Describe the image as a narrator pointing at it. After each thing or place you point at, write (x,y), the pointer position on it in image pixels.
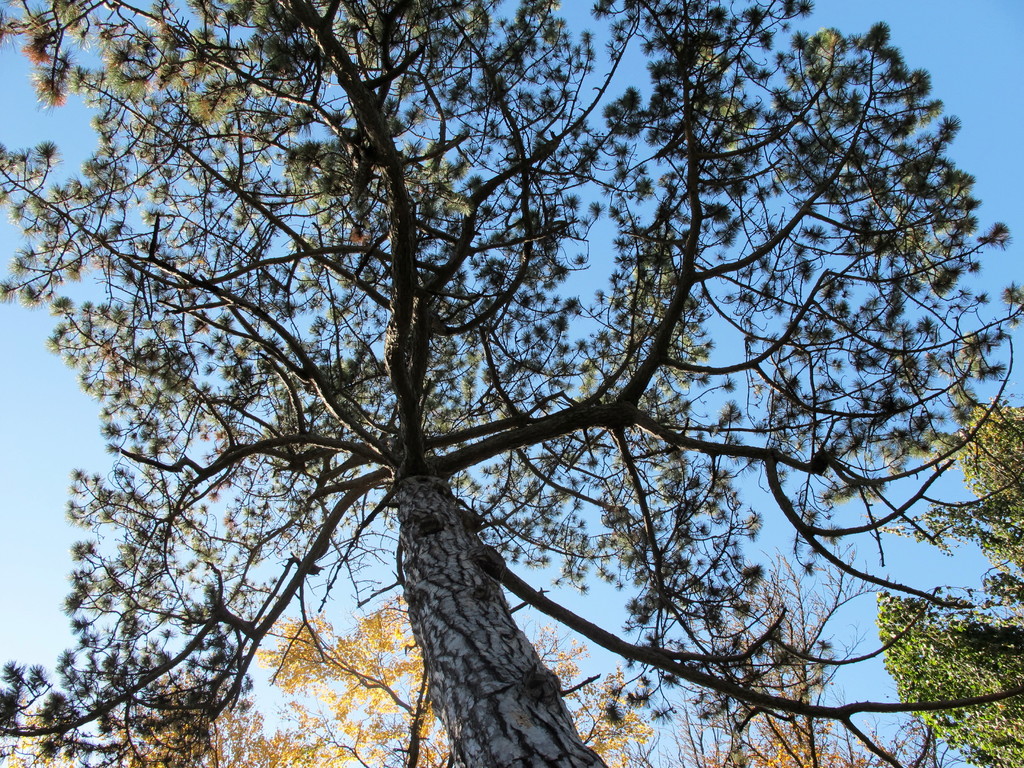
In this image we can see few trees (517,510) and the sky (57,478) in the background (713,386).
